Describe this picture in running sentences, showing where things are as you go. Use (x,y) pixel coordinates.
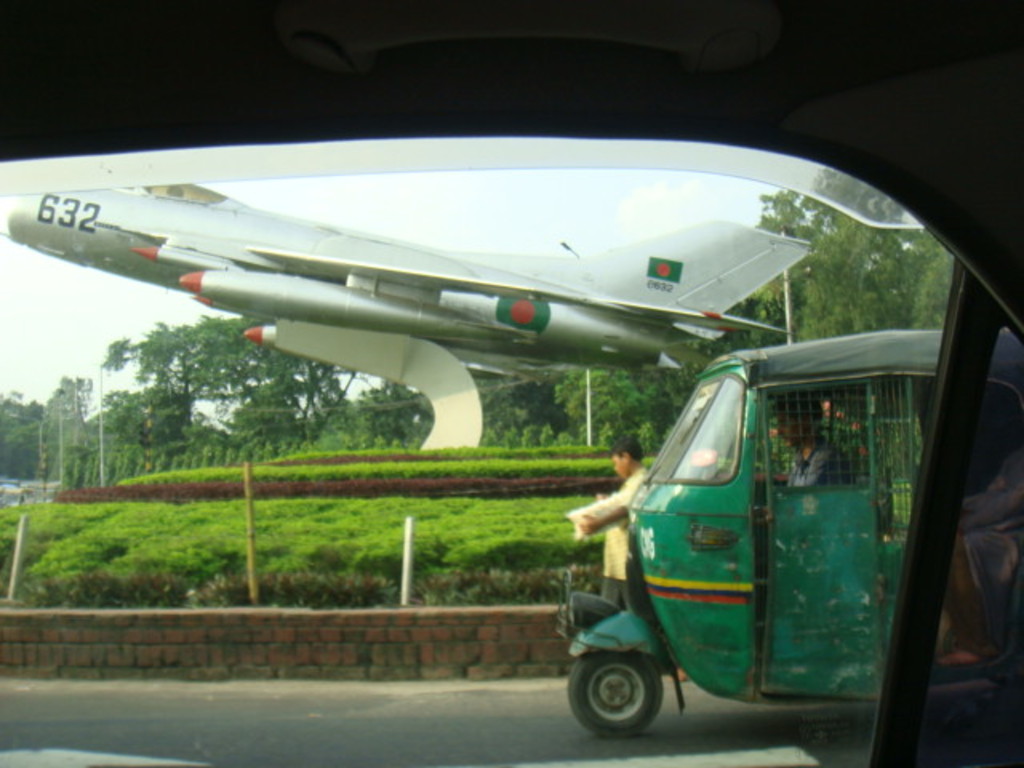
In this image I can see the picture from the window (506,413) of the vehicle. I can see the road (461,714), a vehicle (663,623) which is green in color and a person (811,475) in it, a person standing on road (533,691), few plants (369,547) which are green and maroon in color and a statue (390,267) of an aircraft (290,249) which is grey and red in color. In the background (68,416) I can see few trees (286,373) and the sky (494,247).
